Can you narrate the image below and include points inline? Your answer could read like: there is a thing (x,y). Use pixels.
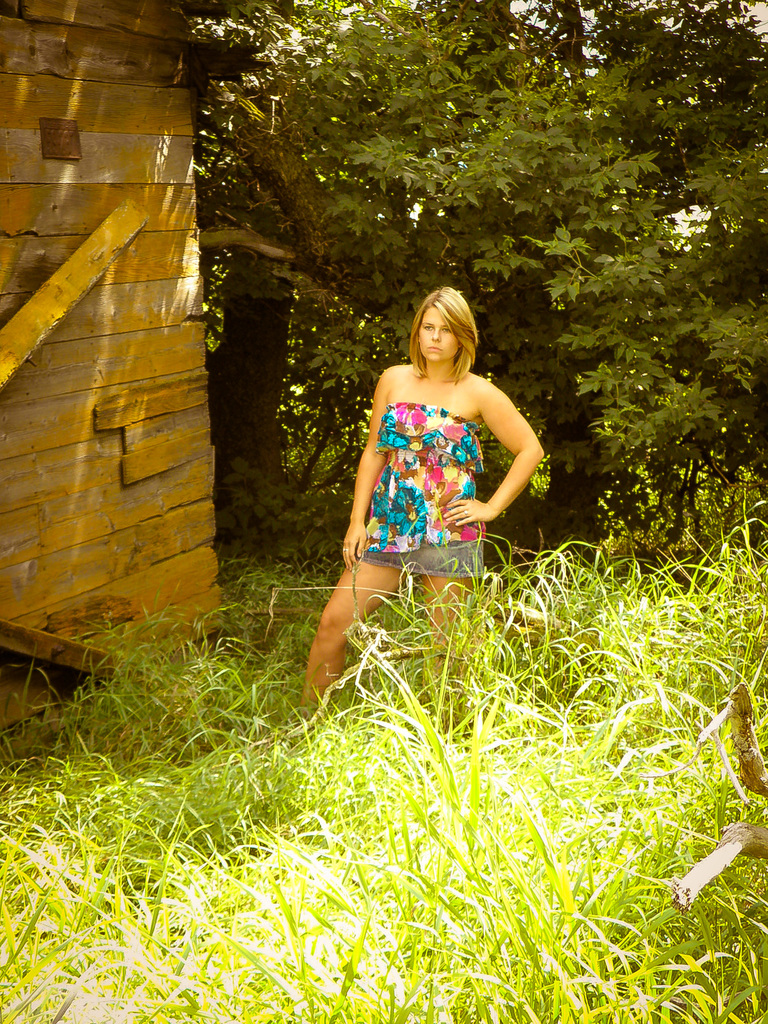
In this image we can see a woman (463,617) standing on the ground (390,697). Here we can see grass (461,729) and wall (145,21). In the background (338,264) there are trees (244,79).
